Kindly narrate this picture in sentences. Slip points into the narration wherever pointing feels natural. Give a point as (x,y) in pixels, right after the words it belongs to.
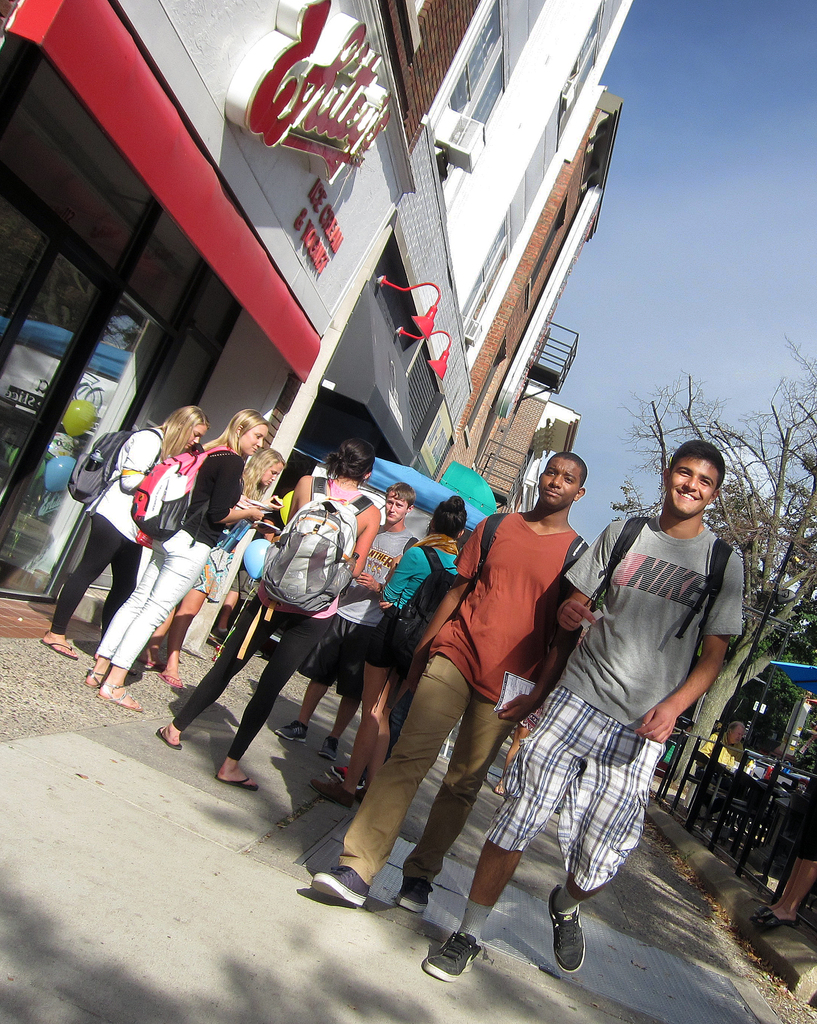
This image is clicked on the road (509,941). There are two men (600,637) walking and a few people (115,514) standing on the road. To the right (760,540) there are chairs (739,783), trees (765,583), a pole (774,672), a table umbrella (787,670) and a railing (725,837). In the top left (117,52) there are buildings (437,212). There are lights (420,326), windows (452,96) and text (280,111) on the walls (272,185) of the building (275,198). To the left (62,397) there are glass doors (72,359) to the building (67,340). In the top right (695,134) there is the sky (679,239).
